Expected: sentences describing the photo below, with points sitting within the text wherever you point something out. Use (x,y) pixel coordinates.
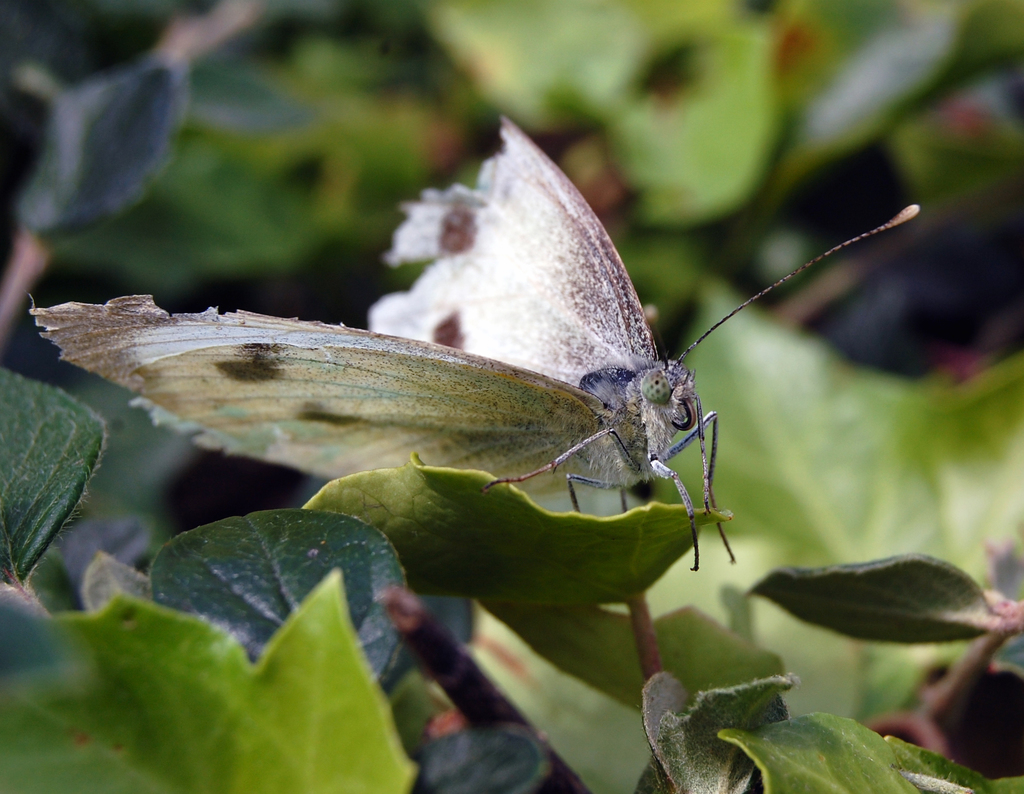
There is a small butterfly (447,458) laying on the leaf (497,515) of a plant (169,624) and the background of the butterfly (521,150) is green.
